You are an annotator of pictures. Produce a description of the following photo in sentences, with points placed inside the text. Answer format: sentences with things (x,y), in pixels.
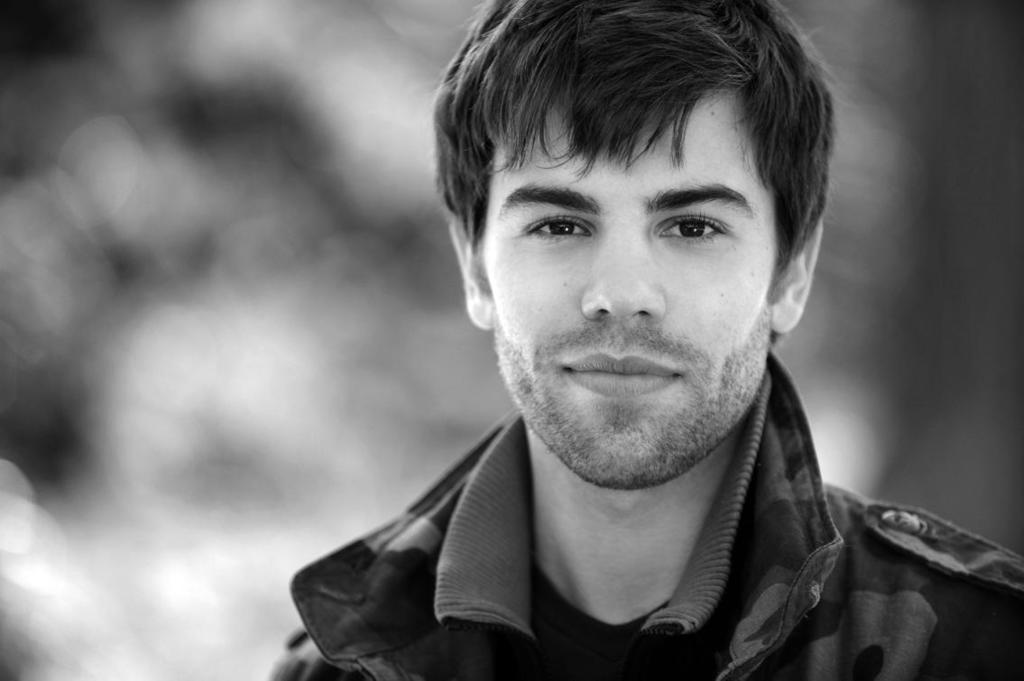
This is a black and white image. In this image we can see a person (546,284). In the background (268,155) it is blur.
